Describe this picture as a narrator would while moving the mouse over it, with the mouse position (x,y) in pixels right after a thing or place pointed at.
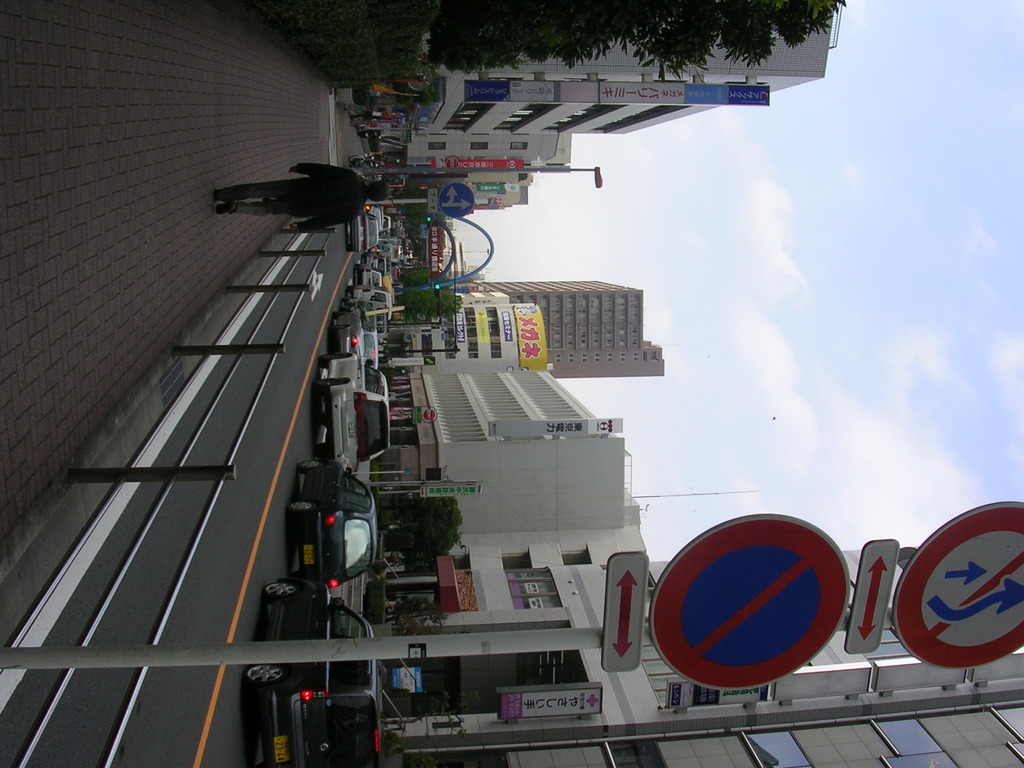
In this image there are some buildings (481,458), trees (413,233), vehicles (386,424) and some persons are walking and also there are poles (428,642) boards (759,636) and on the left side (318,279) there is a road (204,483), and on the right side (765,237) there is sky (889,348).
